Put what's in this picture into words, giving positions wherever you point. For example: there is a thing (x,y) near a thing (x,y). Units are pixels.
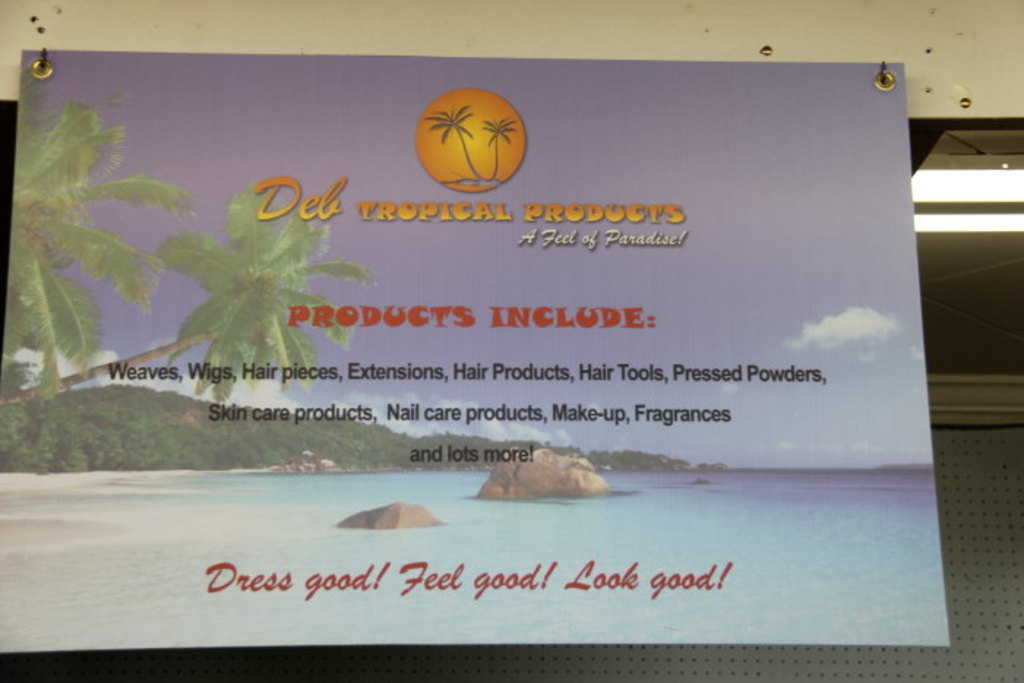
In this image we can see the banner (518,388) with text (427,323) and images (338,136) attached to the wall (582,34). And we can see the lights (979,218) on the right side (970,227). In the background (913,672), we can see a metal object (968,556).
